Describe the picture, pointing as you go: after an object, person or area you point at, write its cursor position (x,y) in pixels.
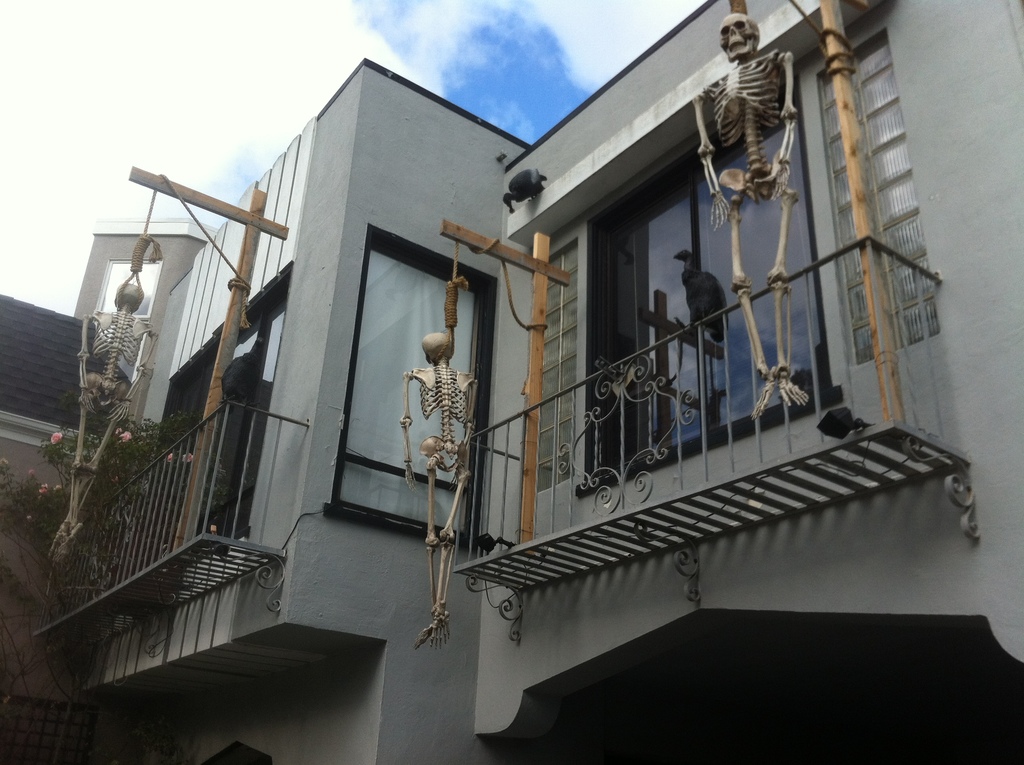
In this picture I can observe a house (320,415). There are three skeletons (112,388) hanged to the poles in this picture. On the left side (107,480) there are some plants (35,485). In the background (294,58) I can observe some clouds (311,51) in the sky (332,51).
